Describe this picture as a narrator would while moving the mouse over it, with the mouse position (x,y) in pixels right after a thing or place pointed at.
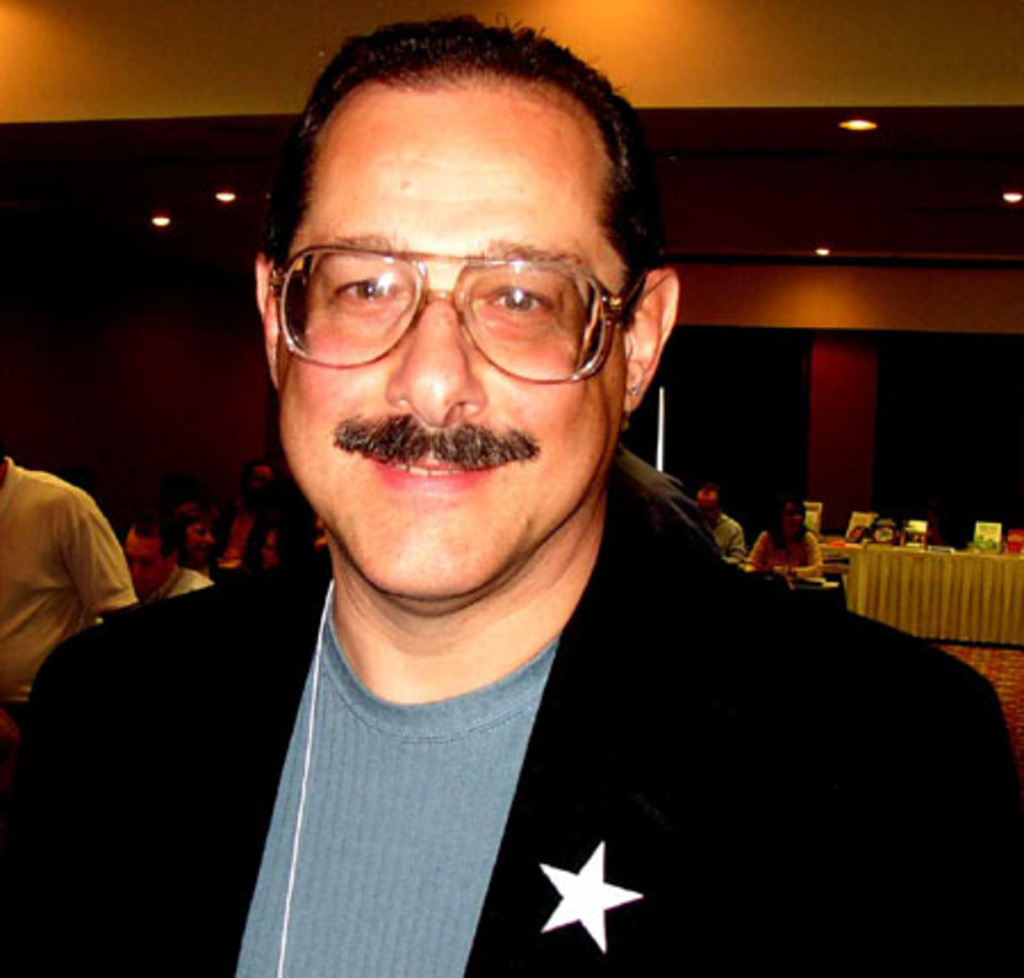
In this image, we can see a man (582,755) standing and he is wearing a black color jacket (135,741), he is wearing specs (325,312), in the background (23,606) there are some people (53,590) sitting and there is a table (913,584), at the top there are some lights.
